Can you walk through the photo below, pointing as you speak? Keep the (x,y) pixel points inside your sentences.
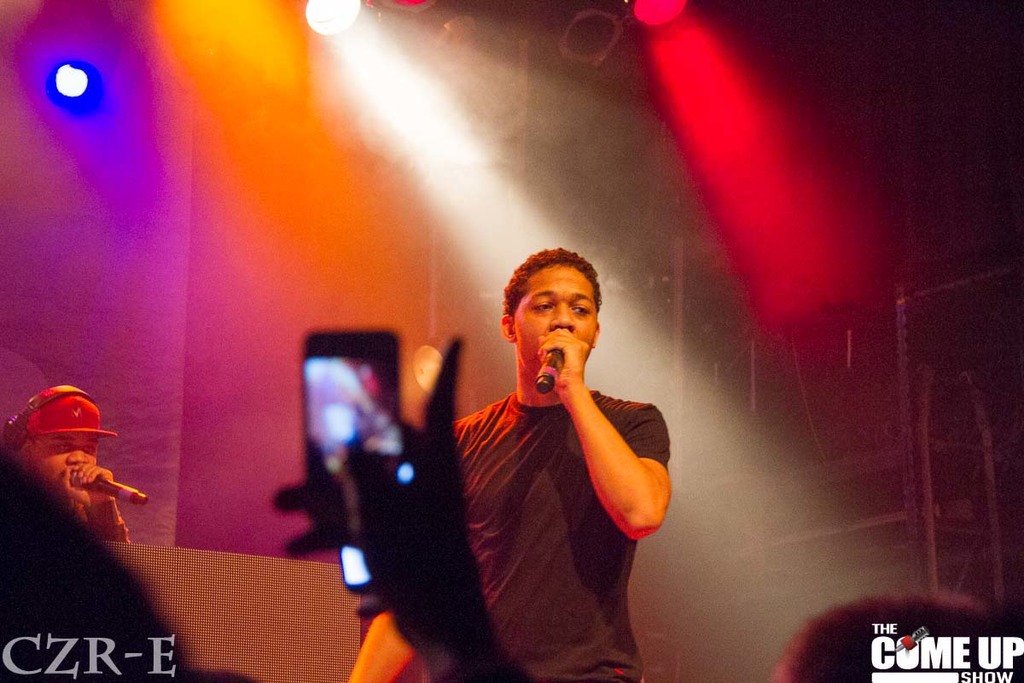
In this picture I can see a man (501,458) holding a microphone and singing and I can see another man (82,463), he is wearing a cap (86,424) and a headset (22,425) and singing with the help of a microphone (127,498) and I can see few lights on the ceiling (532,11) and I can see a man (366,515) holding a mobile (384,441) and I can see text (886,666) at the bottom left (169,657) and bottom right corner of the picture (965,629).
